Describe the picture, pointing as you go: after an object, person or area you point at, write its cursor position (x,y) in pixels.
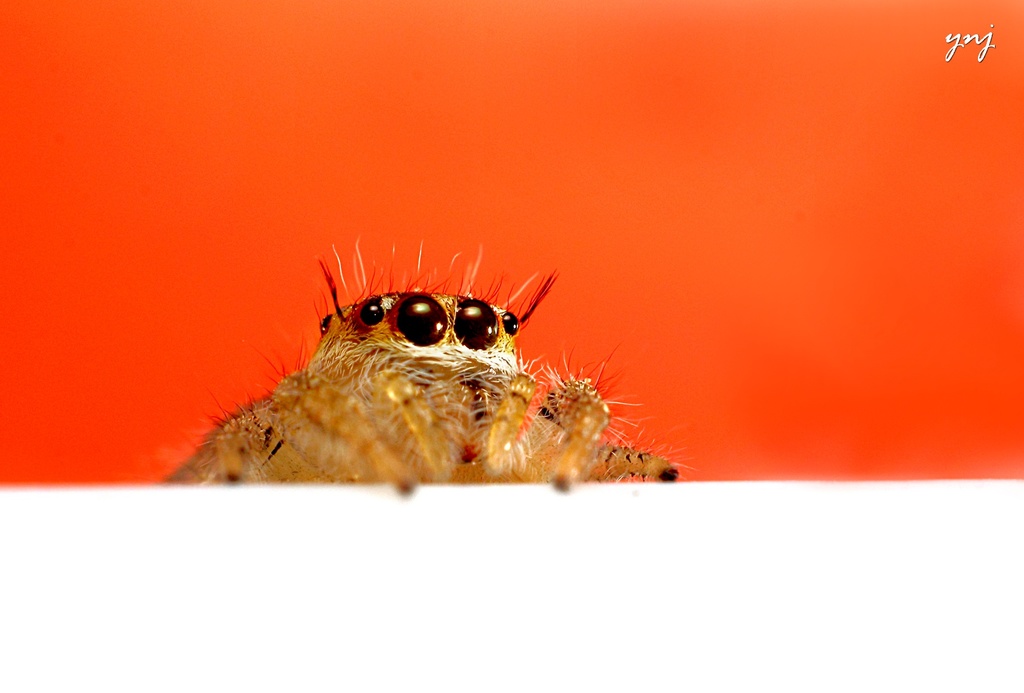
As we can see in the image there is an animal (381,392) and orange color wall (248,129).
